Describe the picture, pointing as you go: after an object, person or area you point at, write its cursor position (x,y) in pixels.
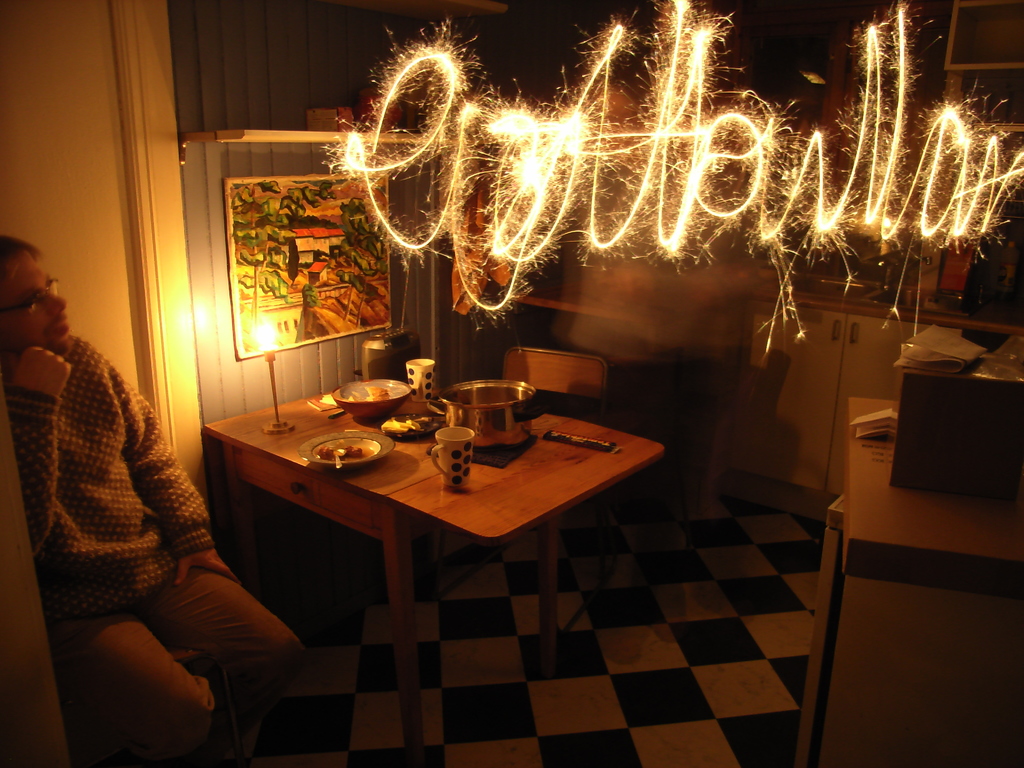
In a room (730,485) there is a man (56,424) to the left bottom side (84,627) is sitting. Behind him there is a door (71,167). Beside him there is a table (413,506). On the table (452,491) there is a cup (450,460), plate (368,450), bowl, lamp (270,363). To the wall (209,231) there is a photo frame (366,307). And to the right side wall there is a frame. On the cupboard (938,645) there is a box (941,462). And on the top (578,125) there is a word (738,152) written with sparkles (693,192).
